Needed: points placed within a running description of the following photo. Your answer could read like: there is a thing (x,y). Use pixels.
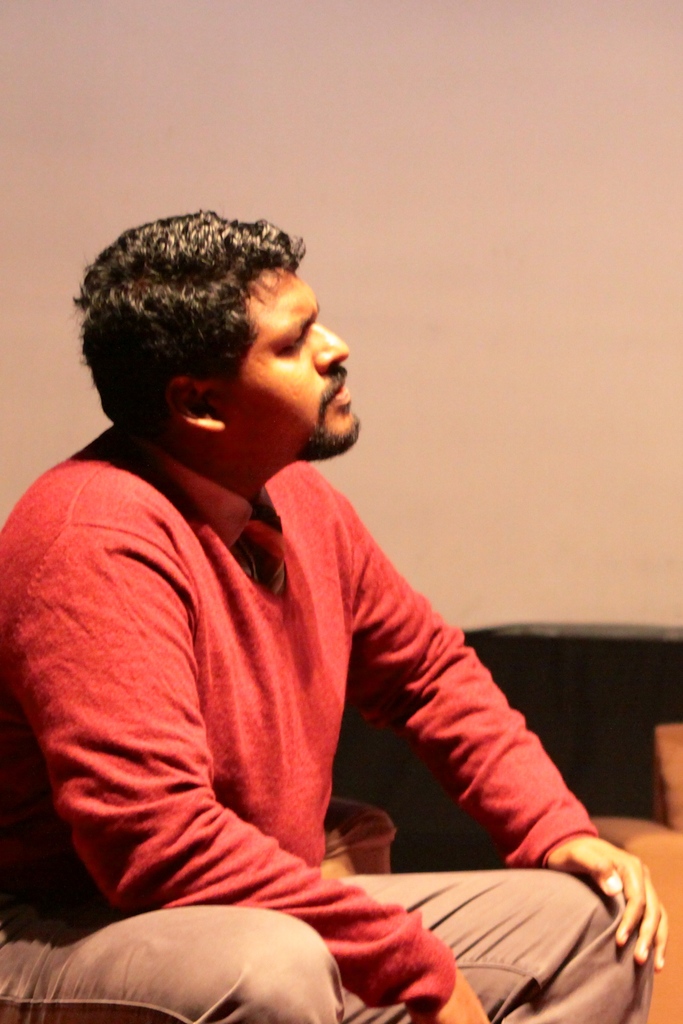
In this image, on the left side (100,671), we can see a man (326,655) wearing a red color shirt (96,681) is sitting on the chair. On the right side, we can see a couch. In the background (363,419), we can see a wall (537,447).
